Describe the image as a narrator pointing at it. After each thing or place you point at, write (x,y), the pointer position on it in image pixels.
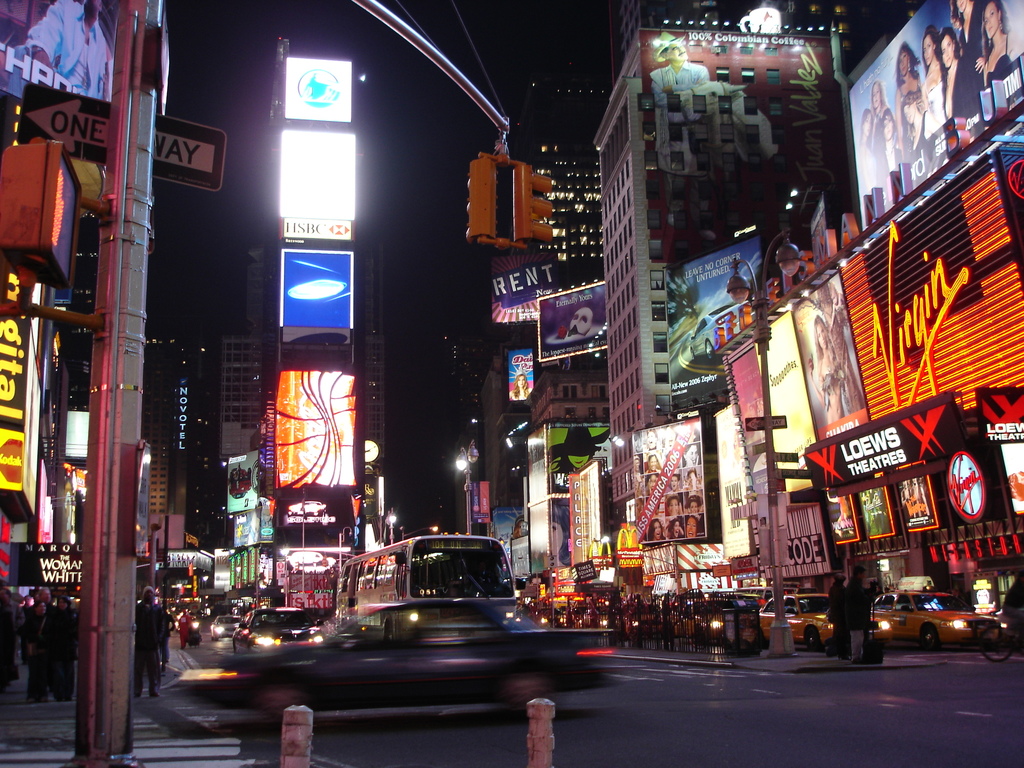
In this image I can see few vehicles (458,573), number of buildings (512,326), number of boards (996,399), lights (381,487), few poles (132,507), signal lights (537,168) and I can also see few people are standing. On these boards (61,43) I can see something is written.
